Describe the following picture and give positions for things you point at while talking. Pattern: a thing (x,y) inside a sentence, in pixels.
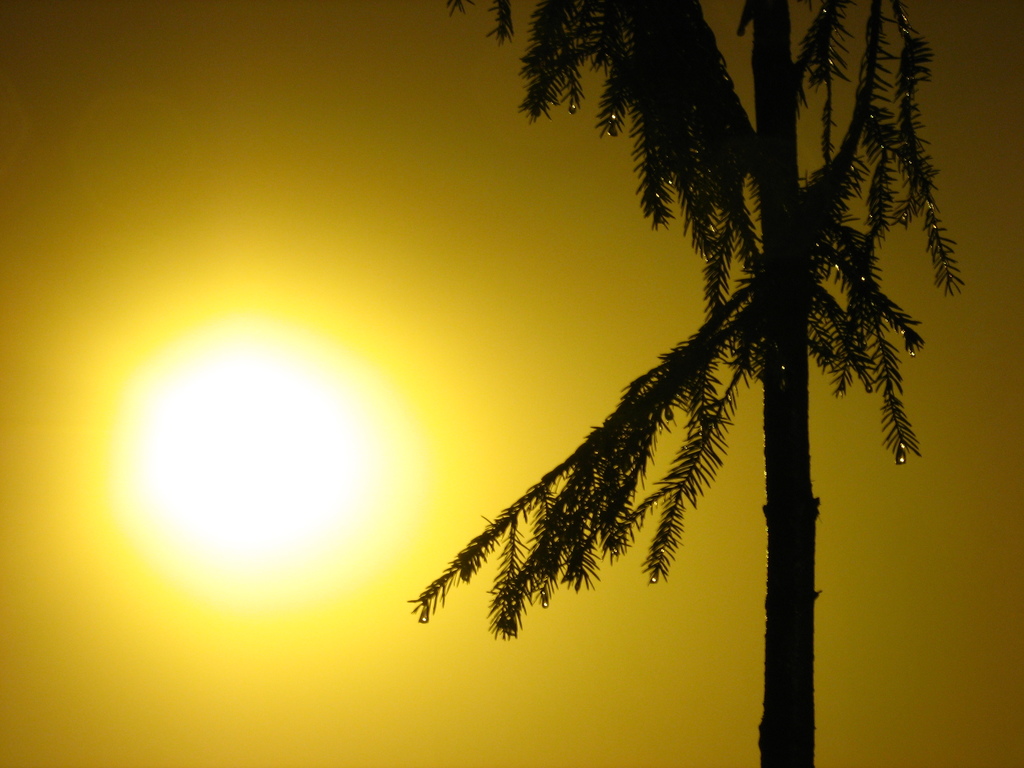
In this image in the front (736,365) there is a tree (768,504) and in the background (311,403) there is a sun (329,532) visible in the sky (402,390).
